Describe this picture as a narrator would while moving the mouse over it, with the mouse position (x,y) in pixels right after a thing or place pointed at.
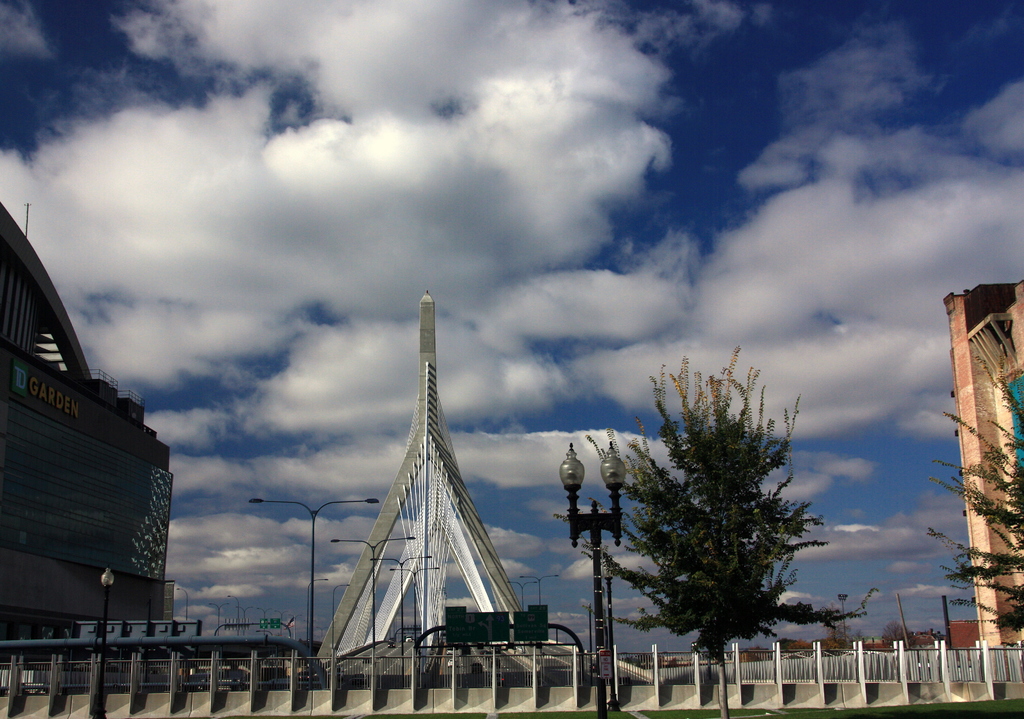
In this picture there are buildings (51,457), trees (710,556) and poles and there is a tower (416,541). In the foreground (467,688) there is a railing (845,674). At the top (530,163) there is sky (421,226) and there are clouds (202,566). On the left side of the image (43,380) there is a text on the building (106,471).
